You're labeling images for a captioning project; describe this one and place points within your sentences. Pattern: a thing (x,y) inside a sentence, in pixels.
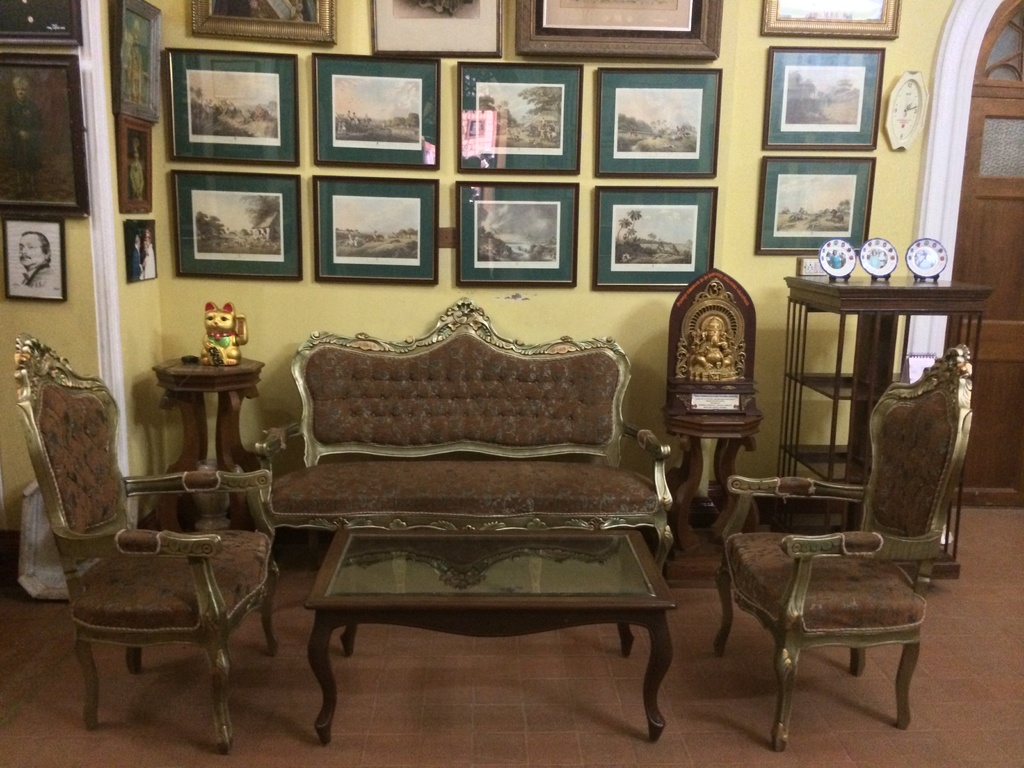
This image is inside the room (427,644) where a sofa set (901,555), table (449,590), statues (710,357) are placed on the floor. There are many photo frames (335,80) attached to the wall (894,172).
